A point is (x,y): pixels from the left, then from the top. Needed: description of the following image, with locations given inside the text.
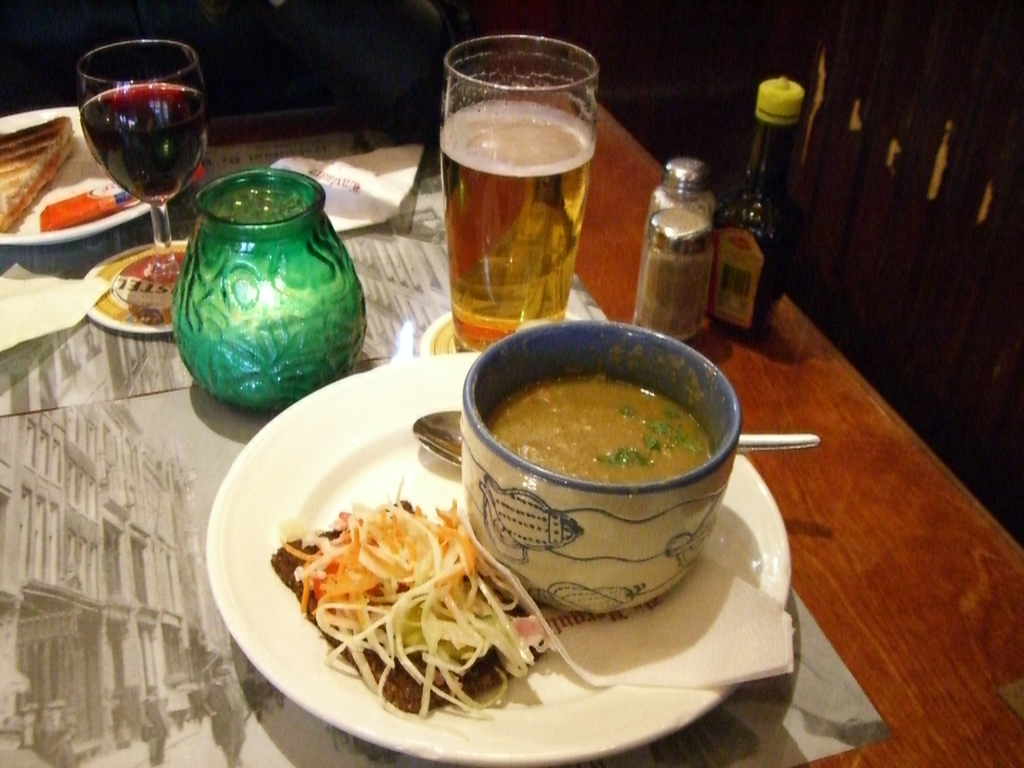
In the center of this picture (667,341) we can see a wooden table (605,162) on the top of which bottles (651,243), glasses (480,170) of drinks (474,221), glass jar (324,267) and platters (420,472) containing food items (11,148) and some other items (355,174) are placed. In the background (893,277) we can see the wooden wall (854,58) and some other objects (298,23).
